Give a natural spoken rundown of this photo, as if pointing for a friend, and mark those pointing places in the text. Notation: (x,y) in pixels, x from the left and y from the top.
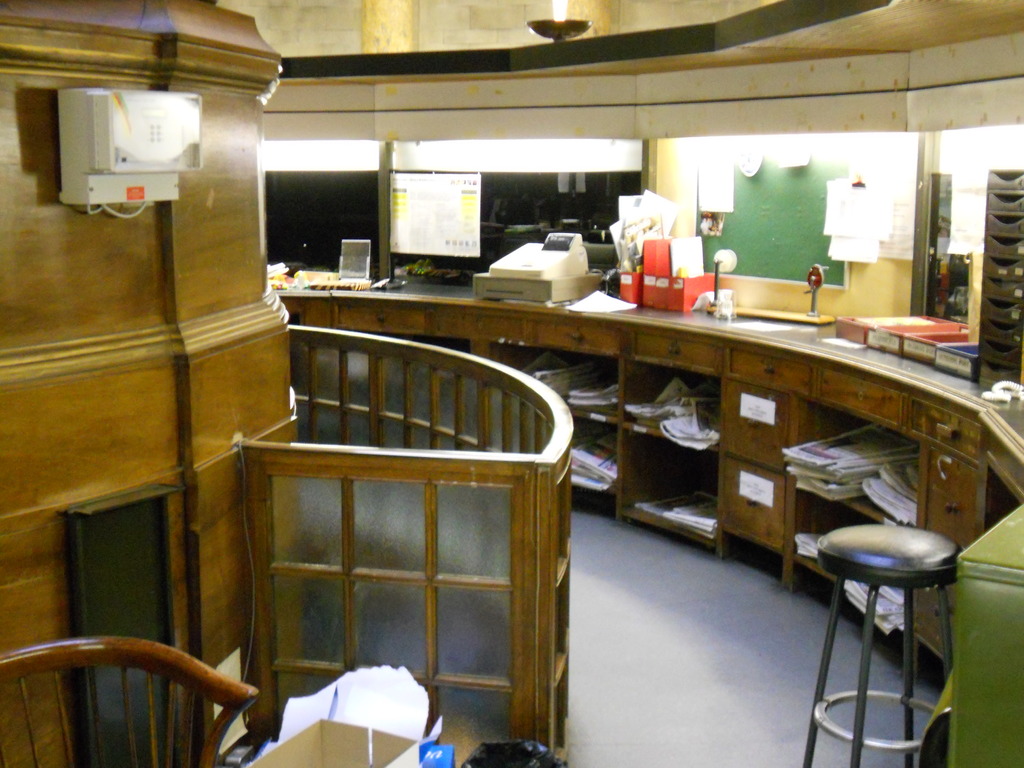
This picture is taken inside the room (912,462). In this image, on the left side (164,138), we can see an electronic machine (153,160) attached to a wall (143,248), glass door (454,496). In the middle (663,336), we can see a table (966,478), on that table (954,482), we can see some books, electronic instrument (550,294), papers (914,500), we can also see another table (999,531) on the right side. At the top (425,60), we can see a roof (415,94), at the bottom (542,753), we can see some boxes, polythene cover (545,755) and papers (285,720).
